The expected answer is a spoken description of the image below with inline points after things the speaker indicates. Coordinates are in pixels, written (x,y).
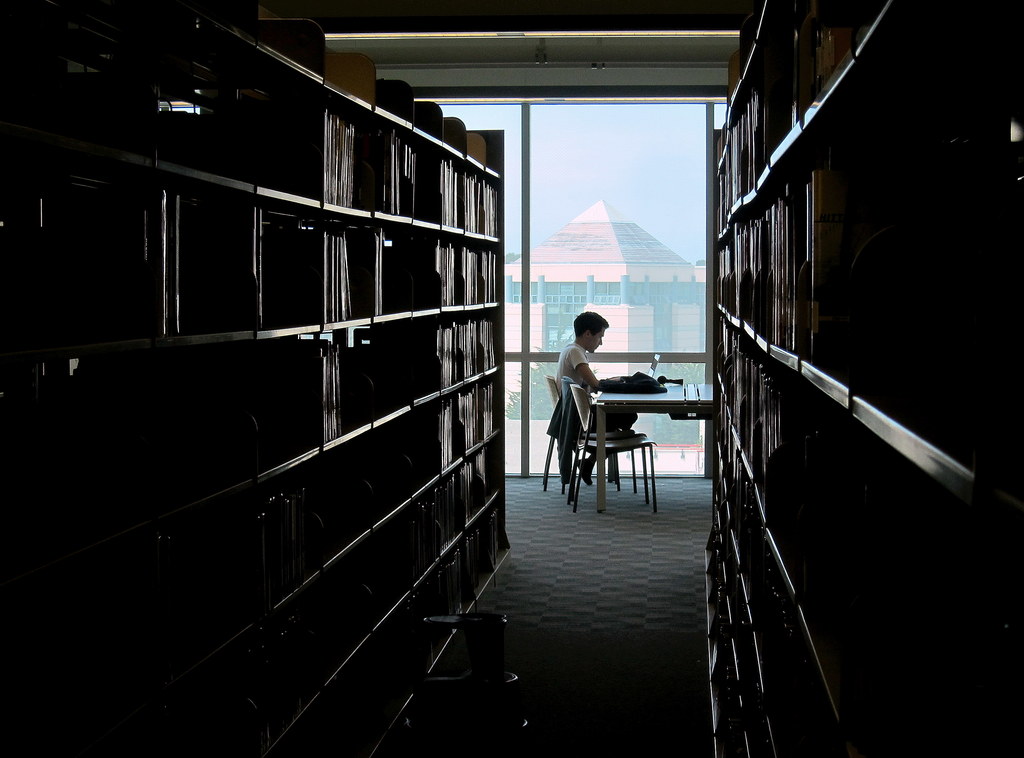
These racks (795,321) are filled with books (724,406). In-between of these racks (795,396) we can able to see a person (580,325) is sitting on a chair (579,386), in-front of this person (581,372) there is a table (631,402), on this table (664,404) there is a bag (660,384). From this glass window (563,286) we can able to see a building (612,272).
